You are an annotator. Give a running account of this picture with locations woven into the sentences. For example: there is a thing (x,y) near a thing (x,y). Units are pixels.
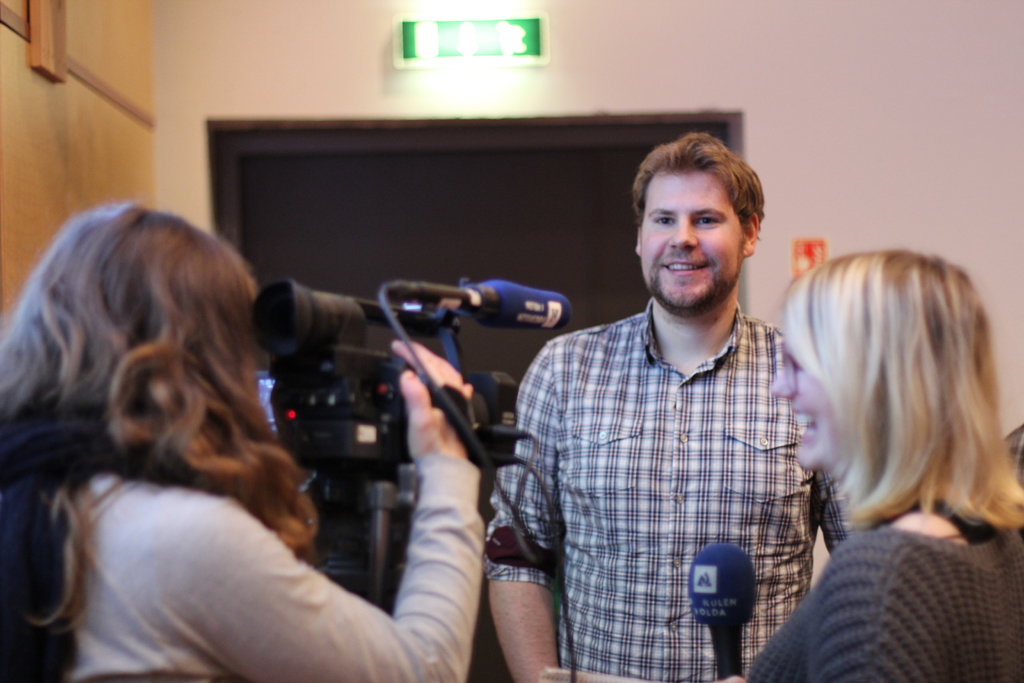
on the left side of the image (145,269) there is a lady (220,574) holding a camera (304,418) in her hands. On the right side (825,577) there is another lady (812,449) who is holding a mic (691,585) is smiling. In the center of the image (659,308) there is a man (677,296). In the background (632,245) there is a door (376,198).
